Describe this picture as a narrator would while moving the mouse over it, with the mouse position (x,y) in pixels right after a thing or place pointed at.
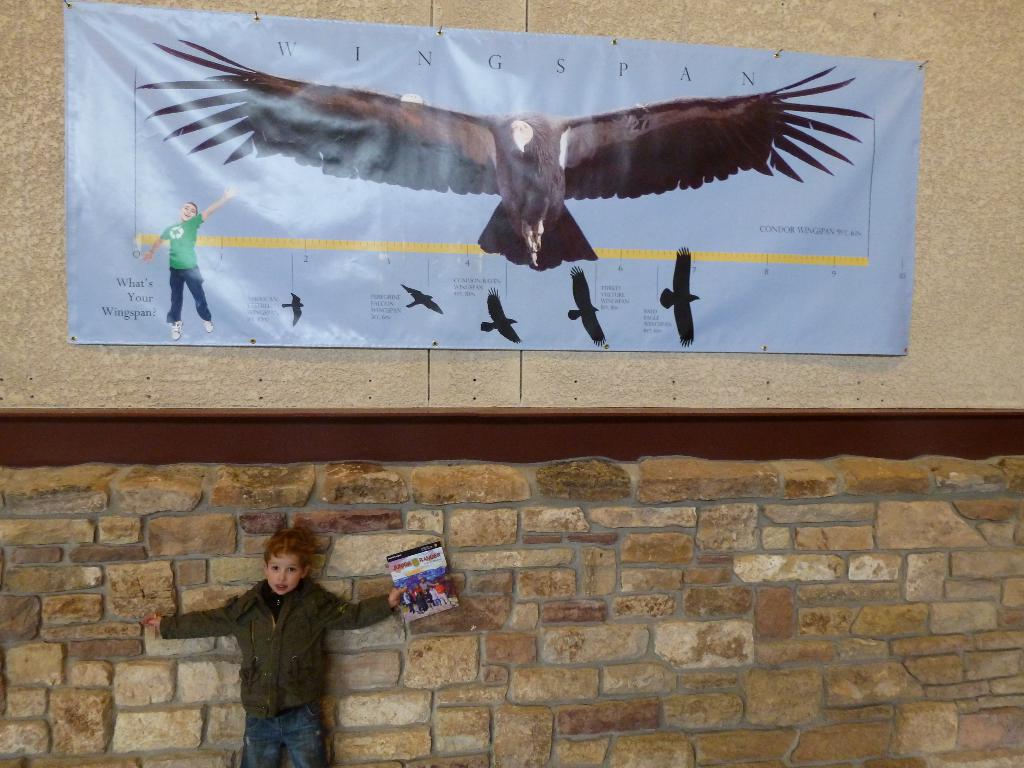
On the left side of the image (266,631) we can see a boy (290,626) is standing and holding a book (415,584) in his hand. In the background of the image (582,432) we can see a wall (688,471) and banner (611,232) are present.
